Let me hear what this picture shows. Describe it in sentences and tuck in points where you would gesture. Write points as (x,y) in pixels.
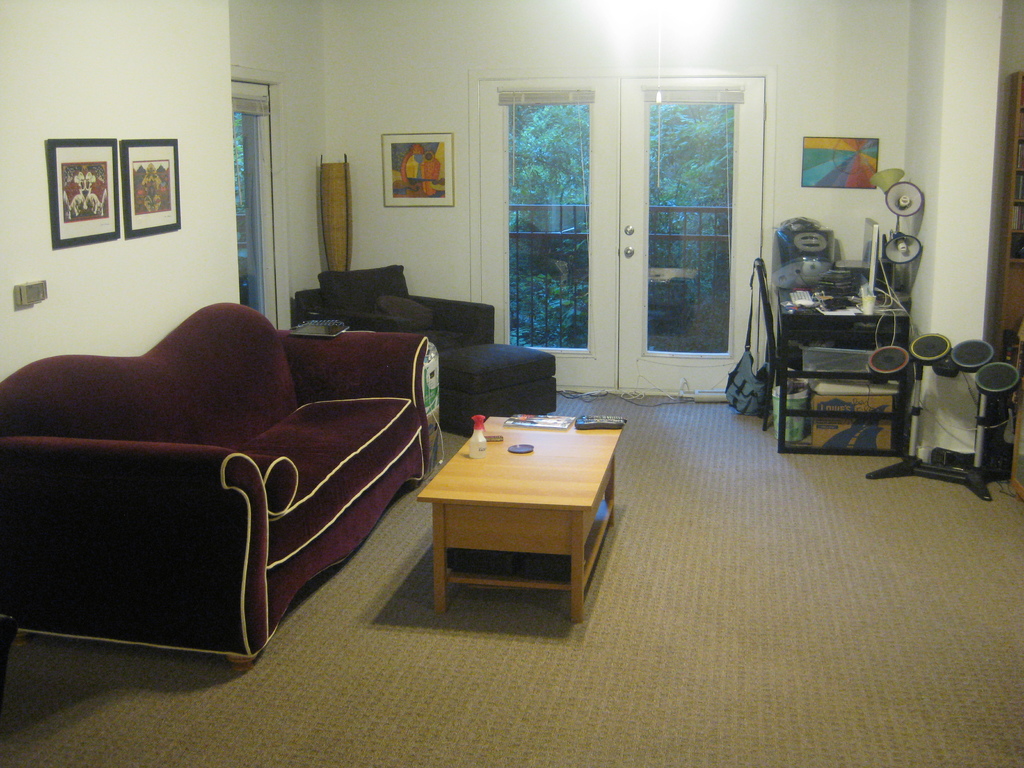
in a room (535,590) there is a table (532,521) on which there is a book (531,423). at the left (209,465) there is a sofa (241,473), behind which there is a white wall (196,308) on which there are 2 photo frames (153,192). at the back (559,229) there is a door (597,203). behind which there is a fencing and trees (553,143).
